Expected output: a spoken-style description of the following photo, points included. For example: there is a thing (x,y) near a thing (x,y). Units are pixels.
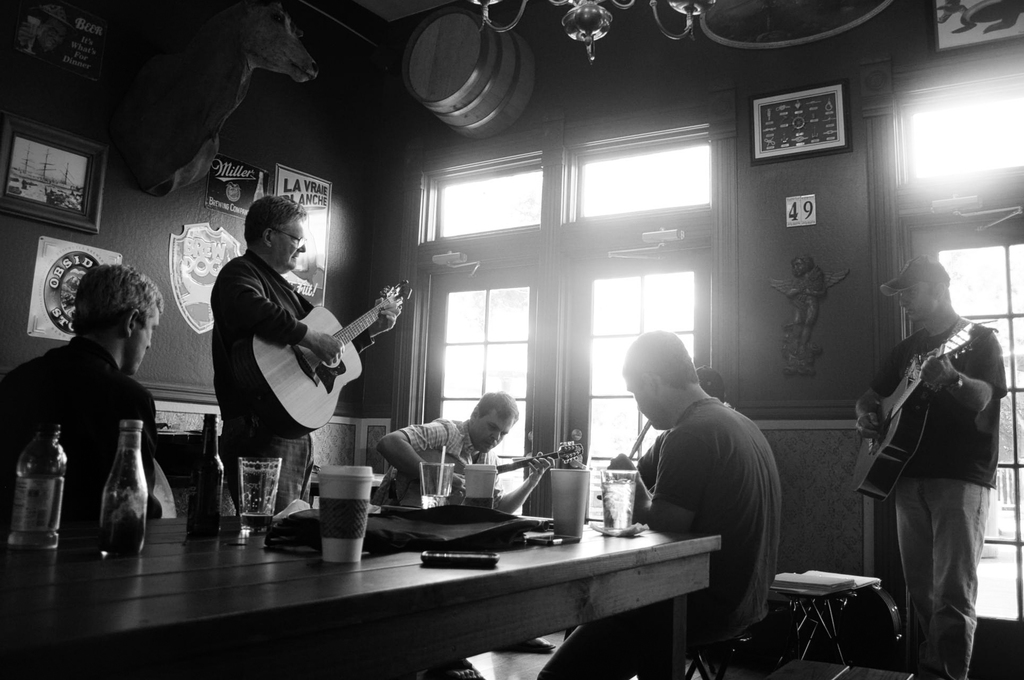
On the right (958,348) there is a man (933,407) he wear trouser (953,555) and cap (903,276). he is playing guitar (896,418). In the middle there is a table (304,570) on that table (313,570) there is a glass (627,518), cup (358,521), bottle (205,501), mobile (450,564) and some other items (437,537). On the left (272,335) there is a man (274,300) he is playing guitar (317,363). In the background (581,231) there is window (615,310), glass (514,326), poster (286,190), wall (372,133) and photo frame (792,152).
